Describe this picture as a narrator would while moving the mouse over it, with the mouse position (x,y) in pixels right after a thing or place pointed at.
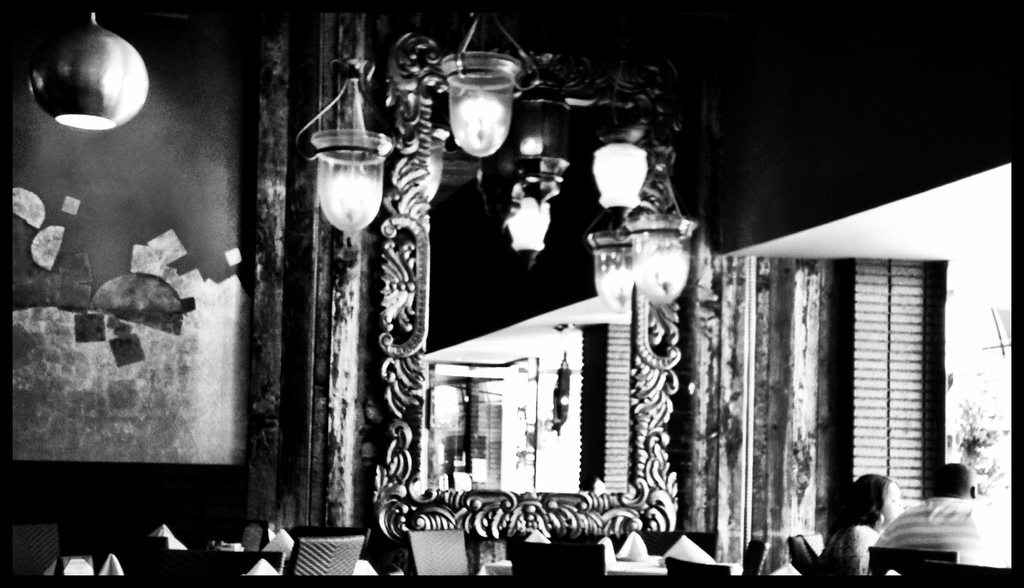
This is a black and white image. In the foreground (435,563) we can see the tables (639,555) and chairs (426,565). On the right (953,501) we can see the two persons (876,526) sitting on the chairs (873,556). At the top (352,80) there is a chandelier (537,197) and we can see the wall (683,49), door (987,417) and some other items (440,406).
